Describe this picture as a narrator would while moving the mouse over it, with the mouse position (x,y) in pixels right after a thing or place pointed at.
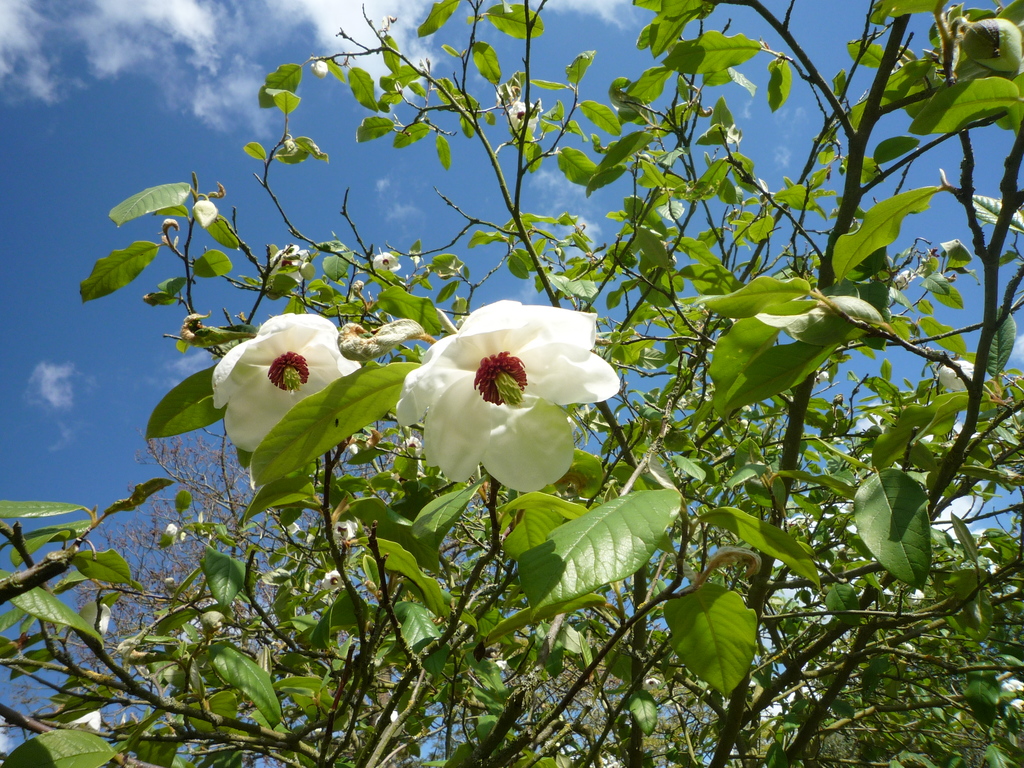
In this image I can see few trees (434,669) which are green in color and few flowers (548,339) to it which are white, red and green in color. In the background (201,152) I can see the sky (146,120).
